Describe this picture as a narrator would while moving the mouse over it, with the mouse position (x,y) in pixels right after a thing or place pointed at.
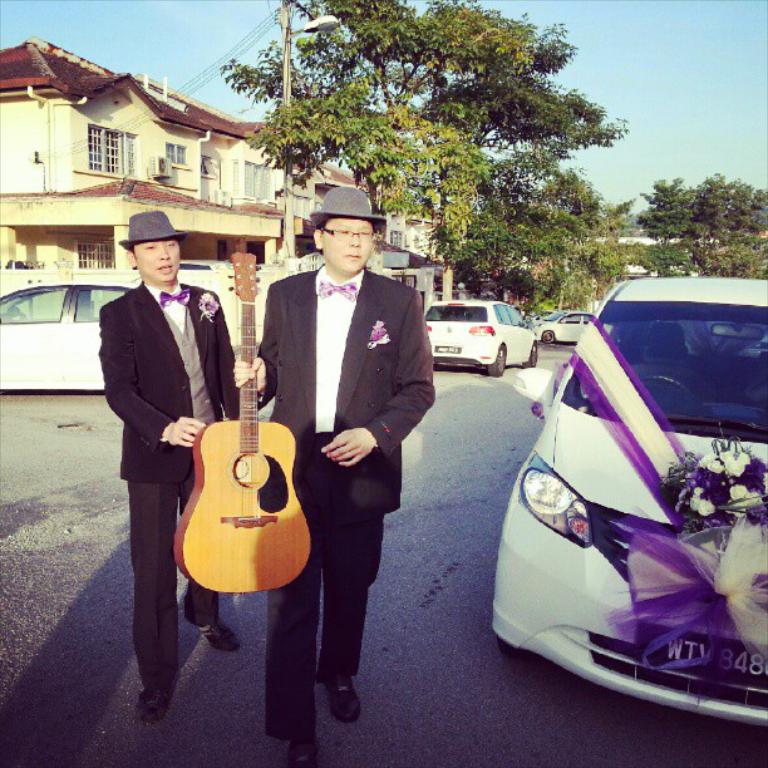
There are 2 men (155,456) walking on the road (133,654) and a person (292,302) is holding guitar (260,436) in his hand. In the background (308,109) we can see buildings (239,144), trees (317,118), electric pole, vehicles (729,327) and sky (209,23).
